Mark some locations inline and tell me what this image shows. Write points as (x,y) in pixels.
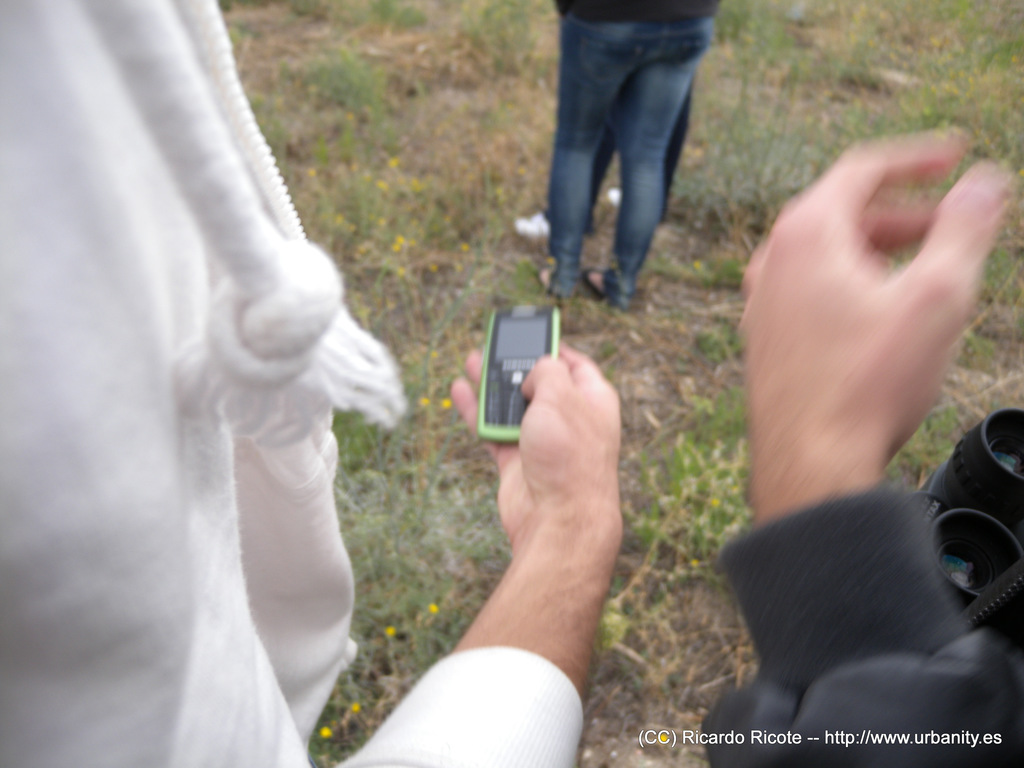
In this image we can see, there are many people (633,103) standing in the middle (599,507) and someone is operating the mobile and there are many grasses (684,209) on the ground (421,173).
